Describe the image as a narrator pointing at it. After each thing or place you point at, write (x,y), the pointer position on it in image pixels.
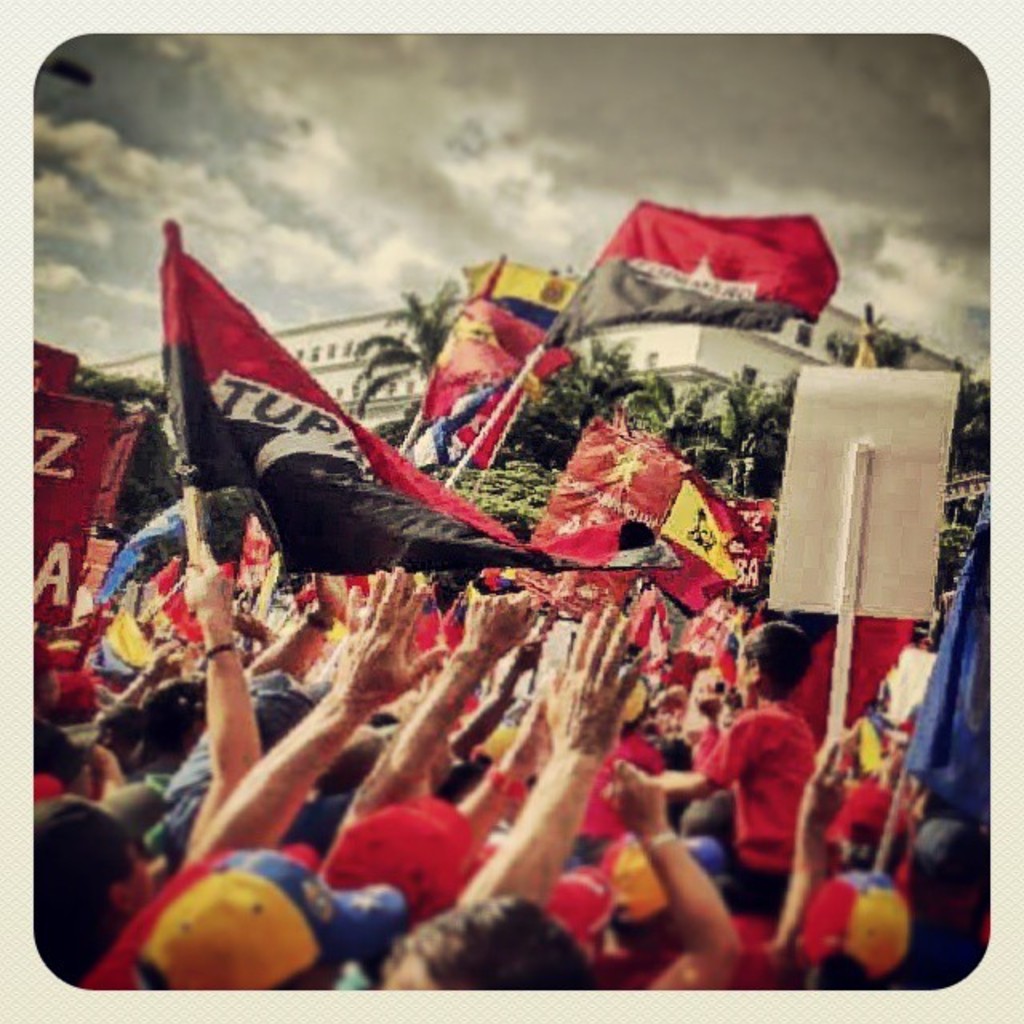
This is a photo. At the bottom of the image (700,704) we can see a group of people (635,732) and some of them are holding flags (553,530), boards (63,458). In the center of the image (676,348) we can see a building (722,367), trees (621,351). At the top of the image (425,151) we can see the clouds (528,231) are present in the sky (115,335).
